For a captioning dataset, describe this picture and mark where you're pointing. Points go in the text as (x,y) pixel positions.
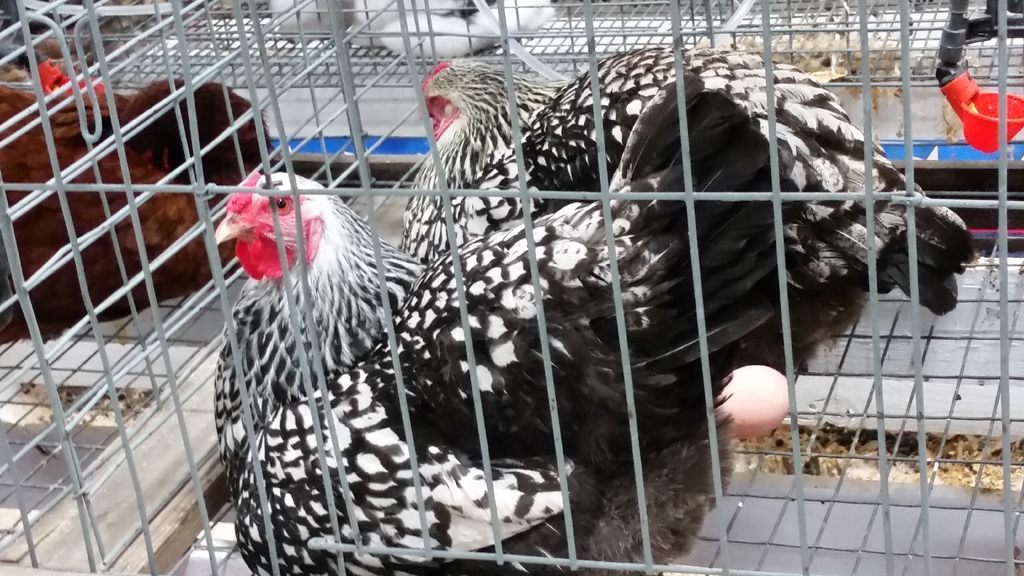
In this image we can see hens (233,159) in cages (605,184).
